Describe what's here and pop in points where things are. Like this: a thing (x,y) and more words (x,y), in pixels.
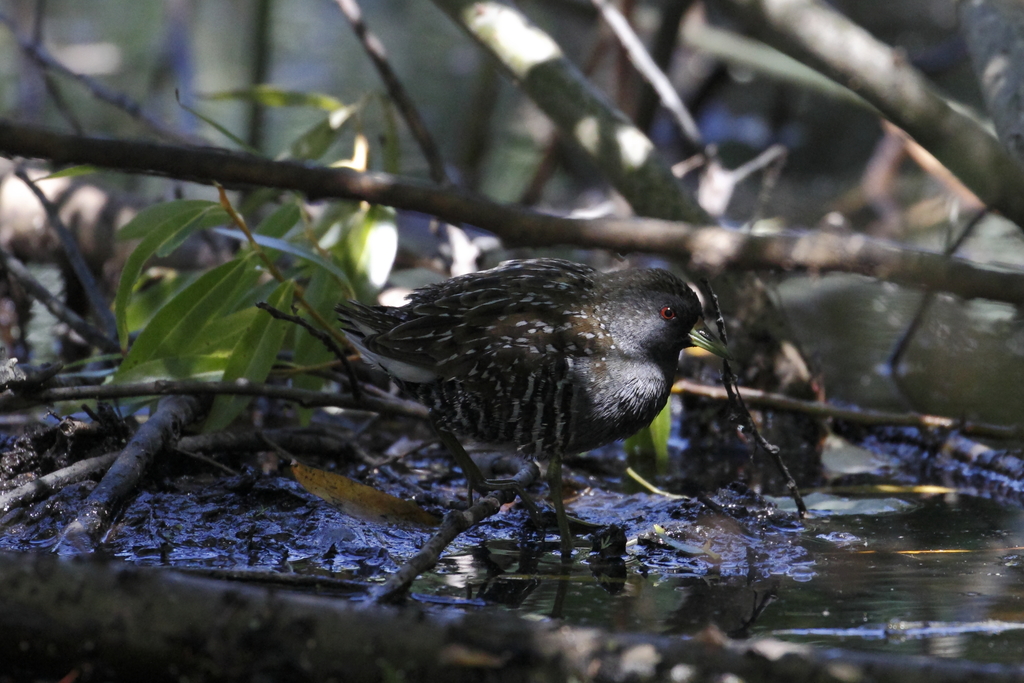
In this picture I can see a bird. There are leaves (257,350), branches (86,621) and water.
